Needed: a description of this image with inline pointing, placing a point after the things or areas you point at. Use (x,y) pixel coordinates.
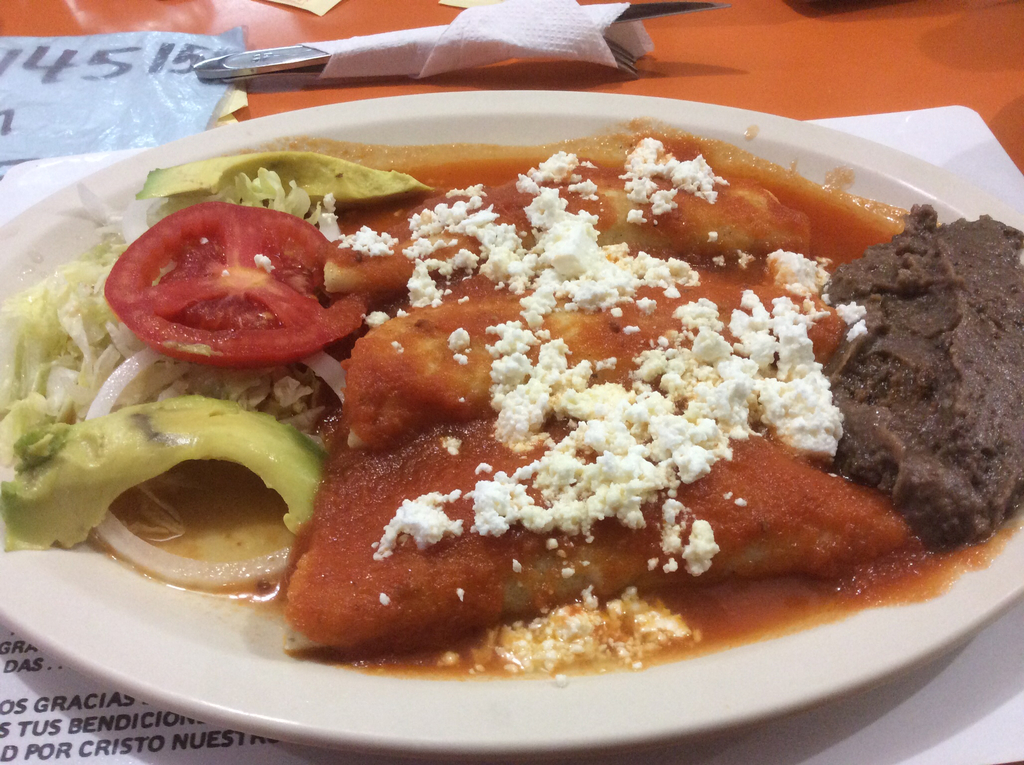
In this image, we can see food (704,255) on the plate (460,140) and in the background (386,63), there are papers (94,87) with some text (9,672) and we can see a knife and fork (620,66) and there is a tissue (511,35) are placed on the table (846,45).
